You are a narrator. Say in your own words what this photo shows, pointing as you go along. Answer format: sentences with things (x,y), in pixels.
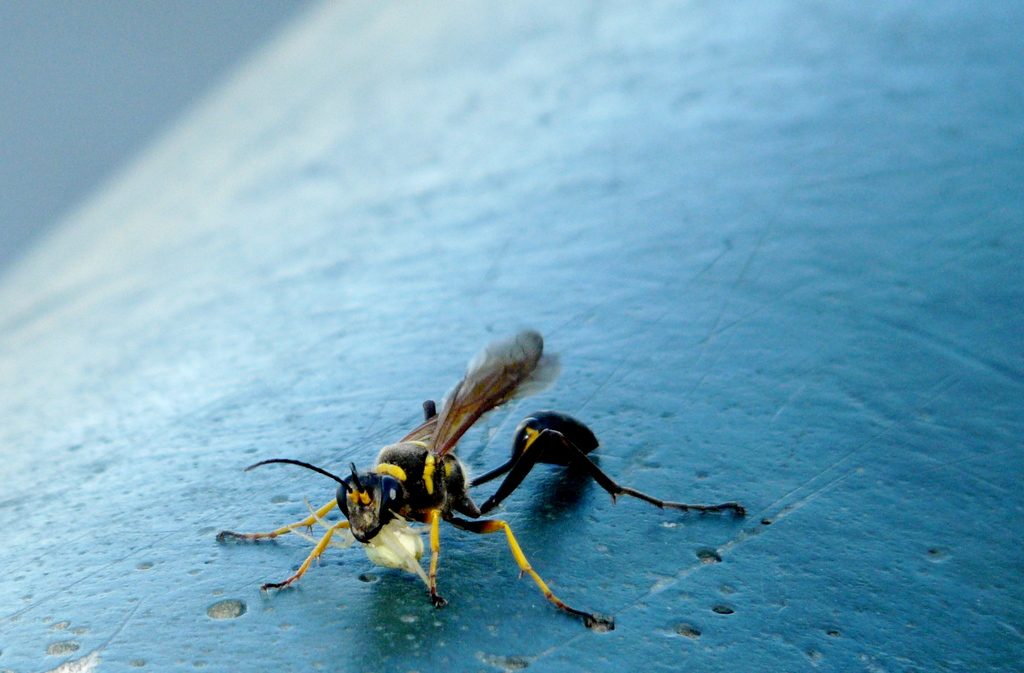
There is a wasp (436,446) on a blue surface (418,414). In the background (145,68) it is blurred.
